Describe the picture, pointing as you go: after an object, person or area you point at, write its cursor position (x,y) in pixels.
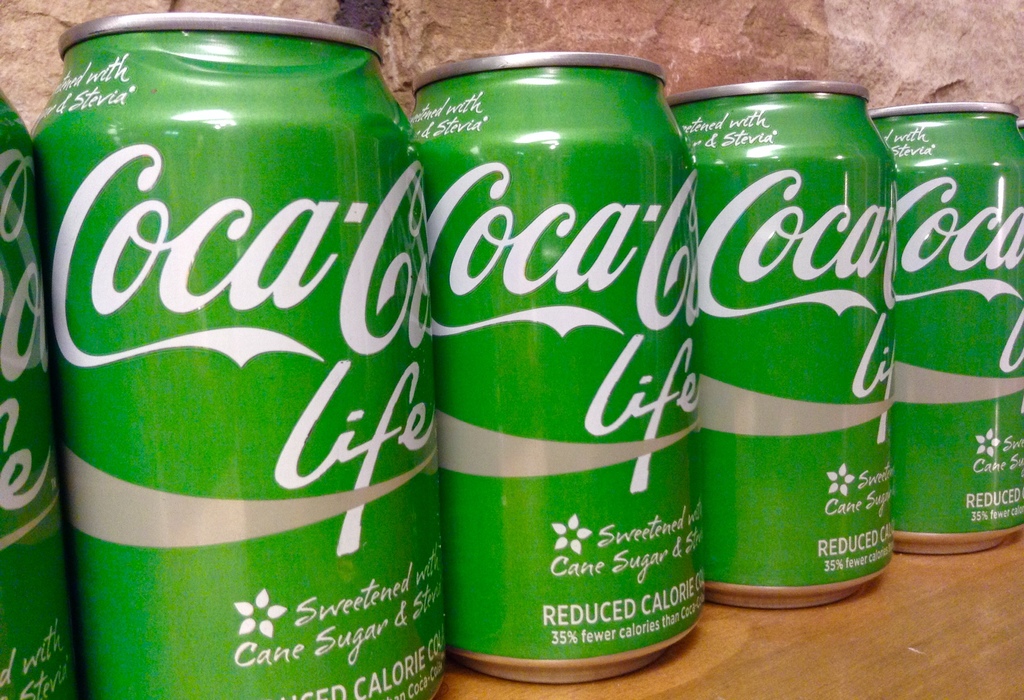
There are green color tins (96,136) arranged on a wooden table (895,680). In the background (985,28), there is wall (968,24).
